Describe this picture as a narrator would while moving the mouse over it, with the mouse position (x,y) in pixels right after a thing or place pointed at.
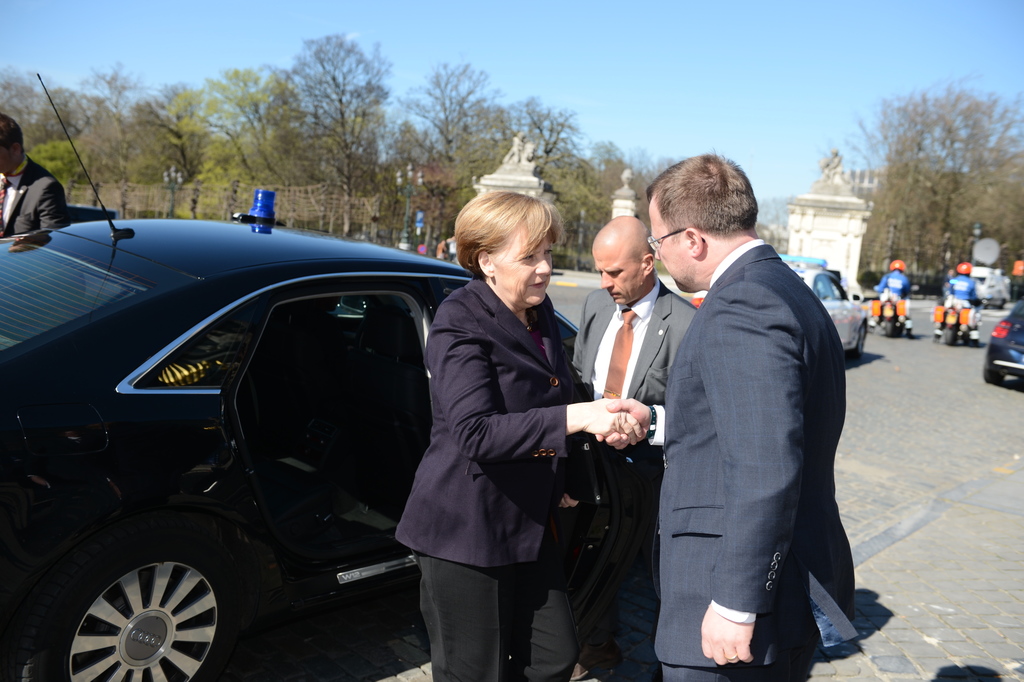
In this image there is a man (709,497) and a woman (520,424) shaking hands (615,422), behind them there is a man (637,347) standing, in the background (897,308) there are cars (330,410), bikes (877,308) on a road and there are trees (924,157), sculptures (821,196) and the sky (662,61).
